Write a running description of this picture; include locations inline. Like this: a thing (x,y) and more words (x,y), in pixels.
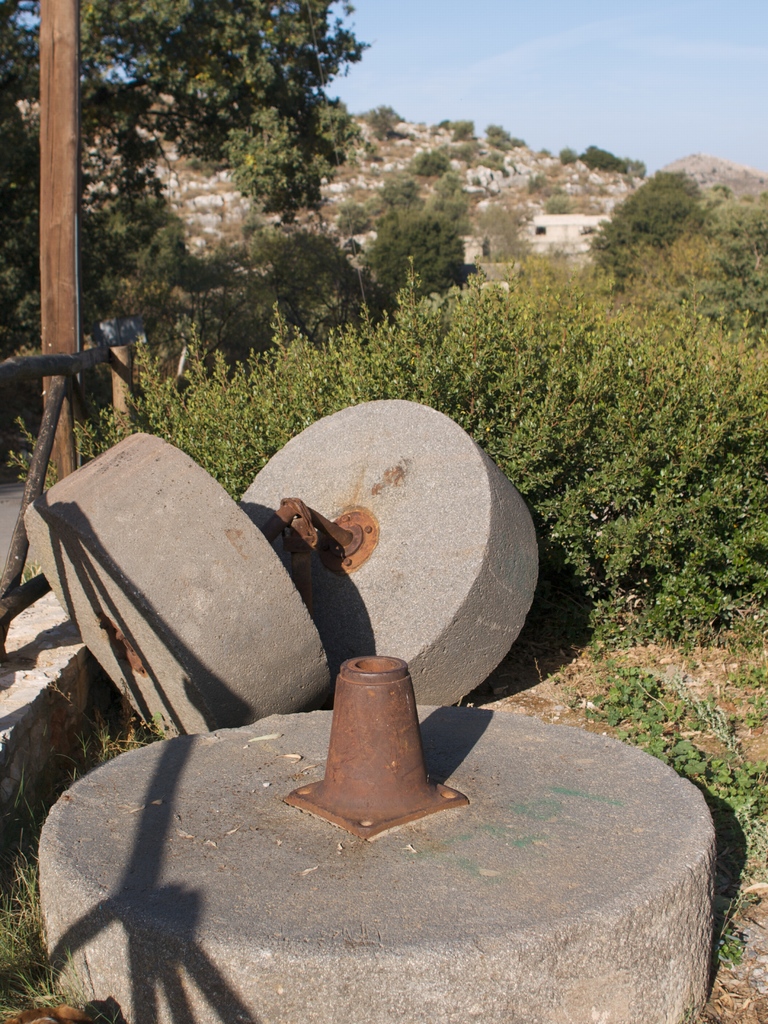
These are the concrete rollers (305,642). In the right side (647,341) there are bushes (642,382) and trees (694,289).
